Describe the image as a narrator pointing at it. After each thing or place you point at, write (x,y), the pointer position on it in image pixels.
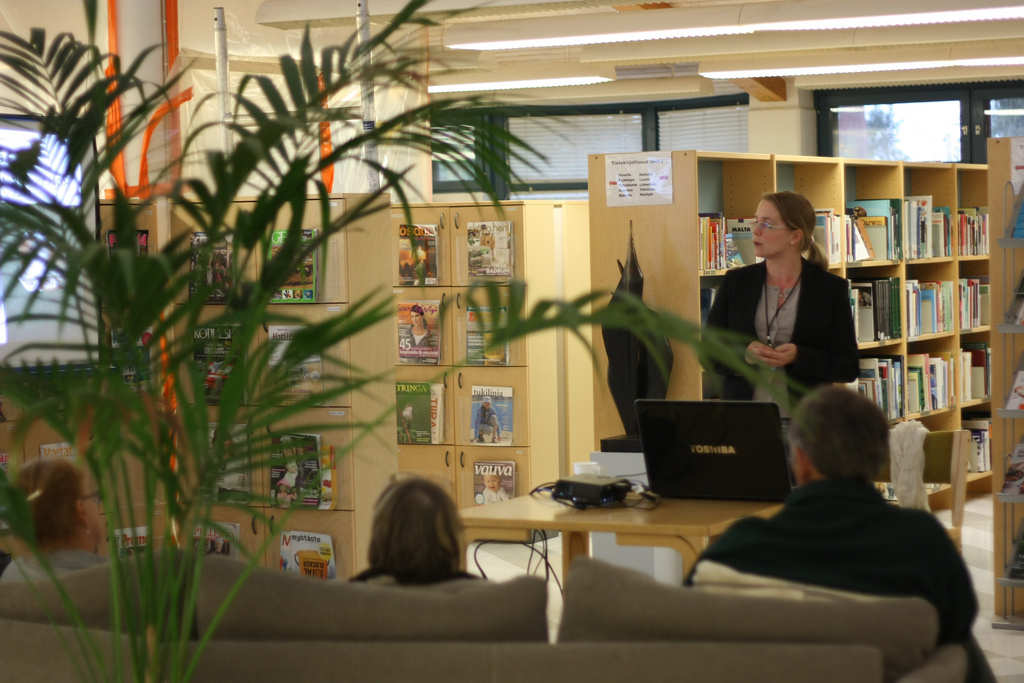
The image is inside the room (462,319). In the image three people (42,518) sitting on couch (840,679) in front of a table (715,524), on table (718,507) we can see laptop (714,438), cup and wires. On right side (782,318) there is a woman (791,286) standing in background (730,205) we can see shelf (742,208) and some books (899,226) and there is a glass window (943,122) which is closed on top there is a roof (719,37) with few lights (585,23), on left side (130,381) there is a plant (100,276).
